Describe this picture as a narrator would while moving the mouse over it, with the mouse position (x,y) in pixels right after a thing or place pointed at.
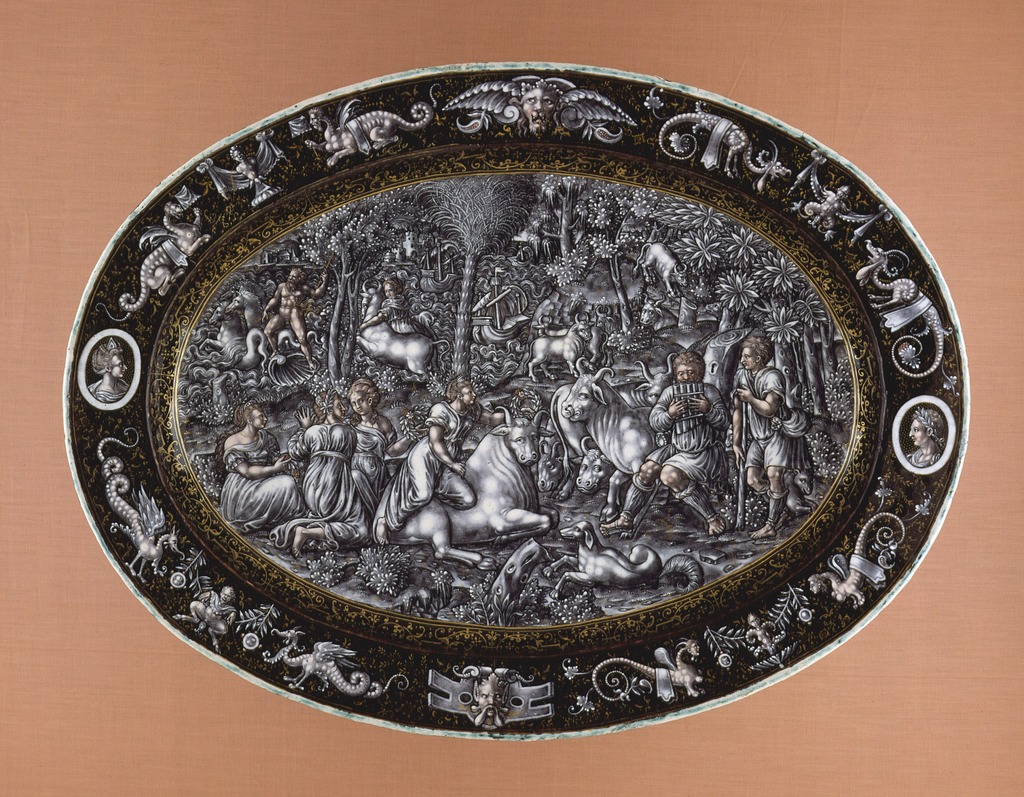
In this image there is a object (525,479) having some sculptures (565,421) having few dragons (139,556), humans (220,605), bulls (459,513), trees (720,232) on it.
